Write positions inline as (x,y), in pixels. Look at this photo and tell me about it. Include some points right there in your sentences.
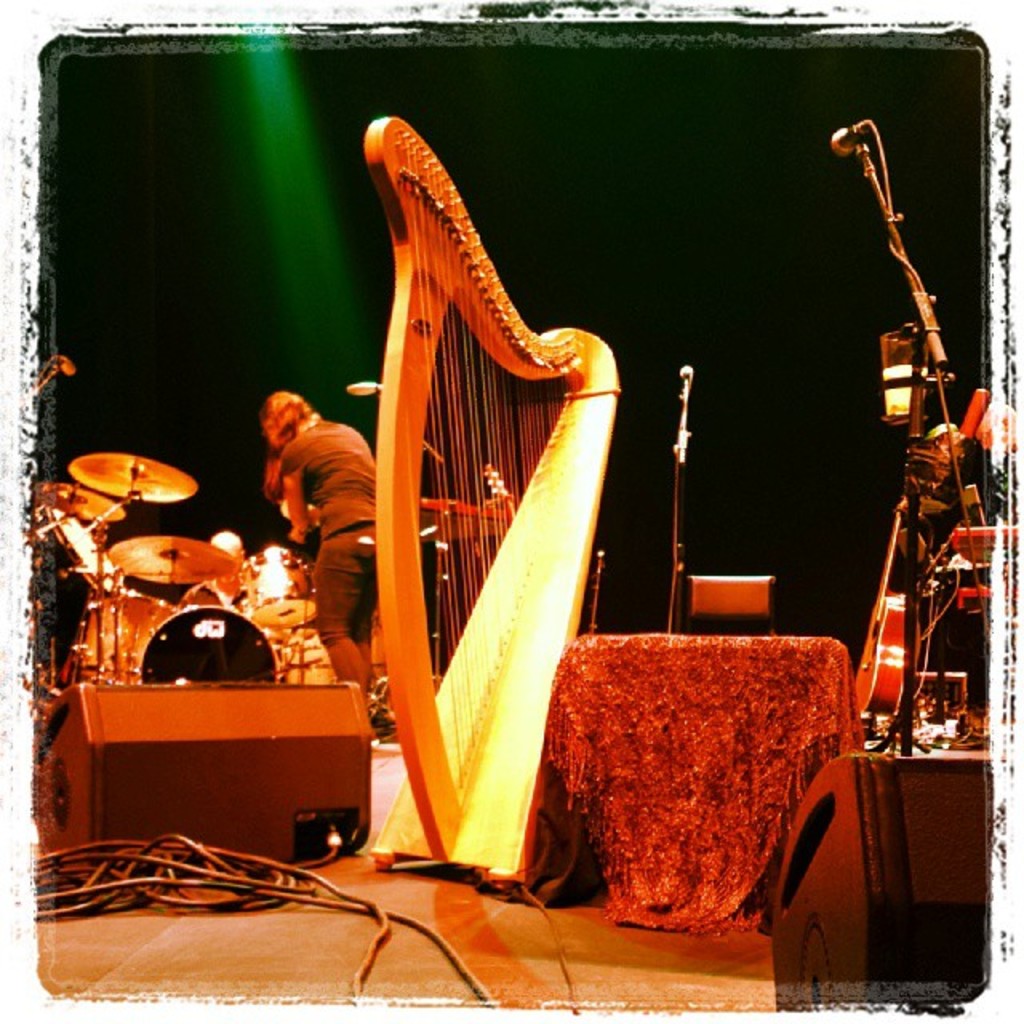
In this image there is a person (287,511) on the stage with a musical instruments (494,605) around. There is a mic (843,129) and a stand (904,522).
